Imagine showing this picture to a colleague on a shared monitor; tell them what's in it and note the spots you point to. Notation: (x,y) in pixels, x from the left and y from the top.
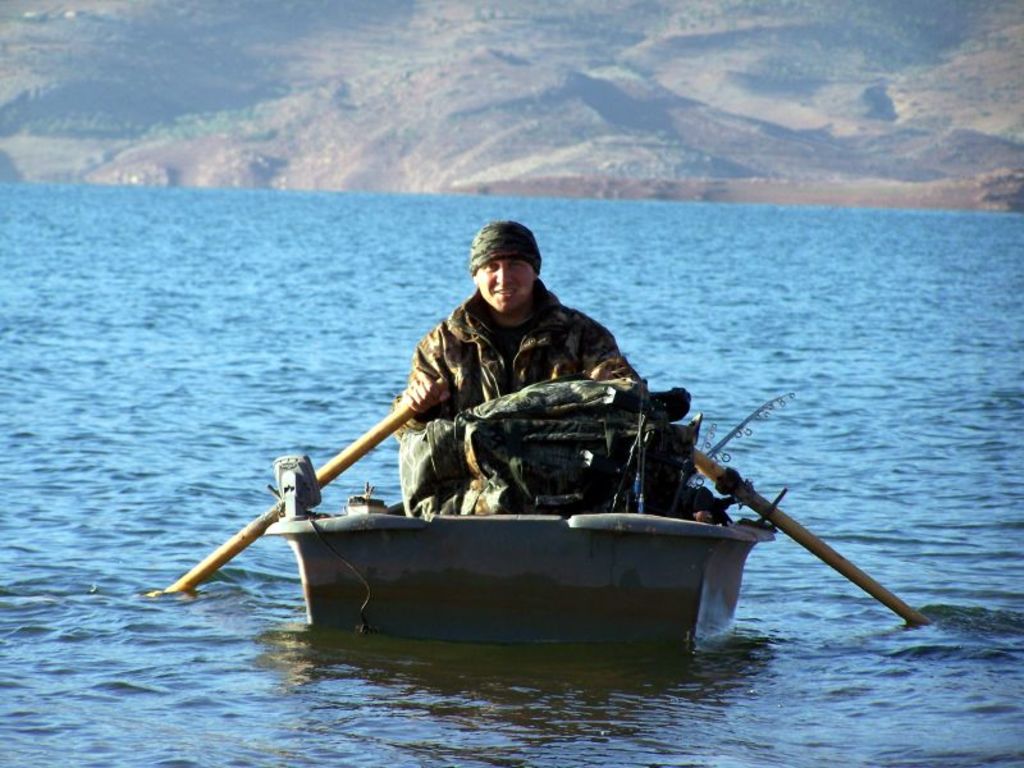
In this picture I can see a boat (451,595) in the water (524,673) and I can see a man (454,352) seated in the boat (603,516) and holding couple of paddles (237,549) in his hands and looks like a bag (494,428) in the front (608,454) and I can see a fishing stick (739,428) in the back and he wore a cap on his head (501,305).
